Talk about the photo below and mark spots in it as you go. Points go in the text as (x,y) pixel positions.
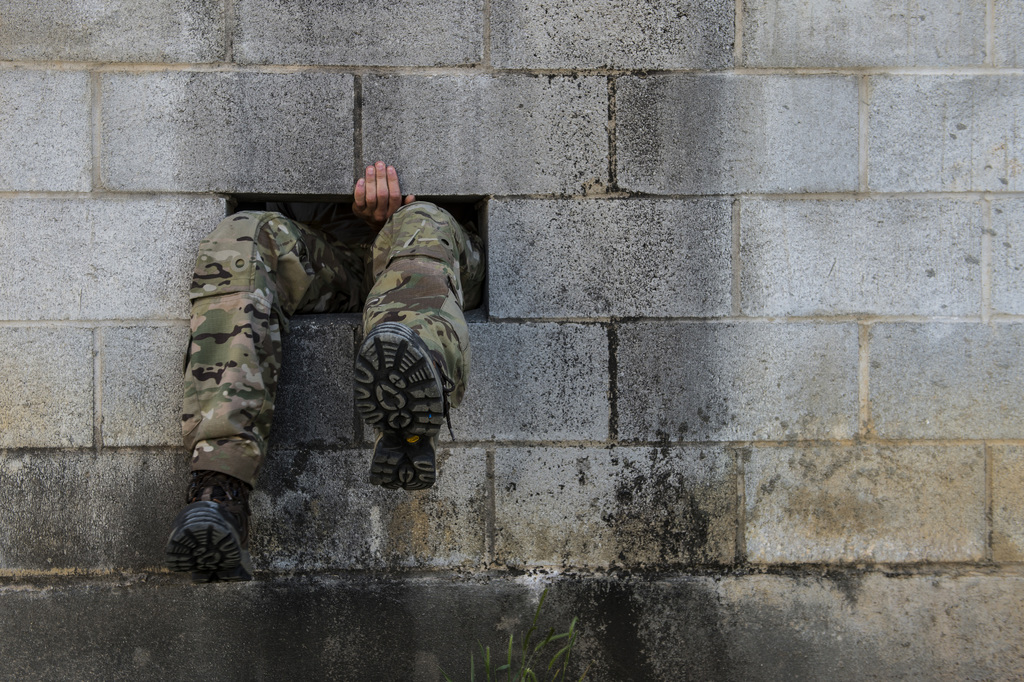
In the image we can see there are legs (198,423) of a person (371,415), the person (173,547) is wearing shoes (236,499) and there is a hand (379,187) of a person (392,193). The wall (615,212) is made up of bricks (585,520).
